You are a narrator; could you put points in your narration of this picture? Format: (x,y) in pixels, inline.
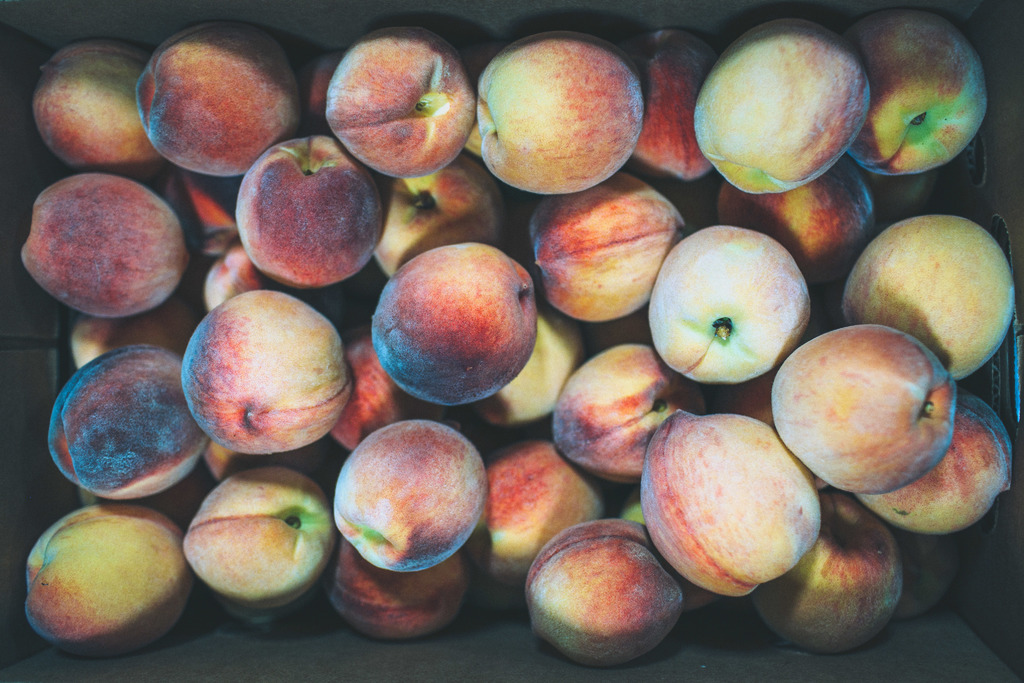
In this image I see a number of peaches (783,164) which are of red and green in color.
